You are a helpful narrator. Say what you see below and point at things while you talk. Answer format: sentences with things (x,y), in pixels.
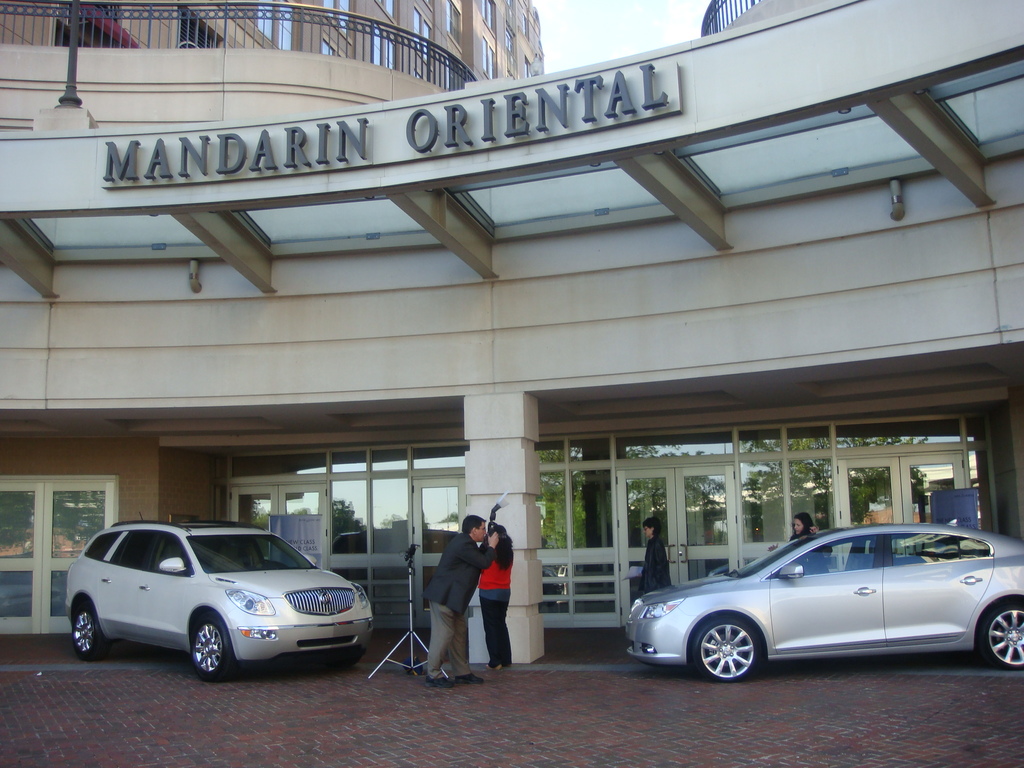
The picture is taken outside a building (718,442). There are two cars (904,574) parked here. Few people (662,581) are outside the building (470,631). There is a camera man (450,605) clicking photos. There is a tripod stand (390,656) over here. In the building (410,529) ¨MANDARIN ORIENTAL¨is written.
